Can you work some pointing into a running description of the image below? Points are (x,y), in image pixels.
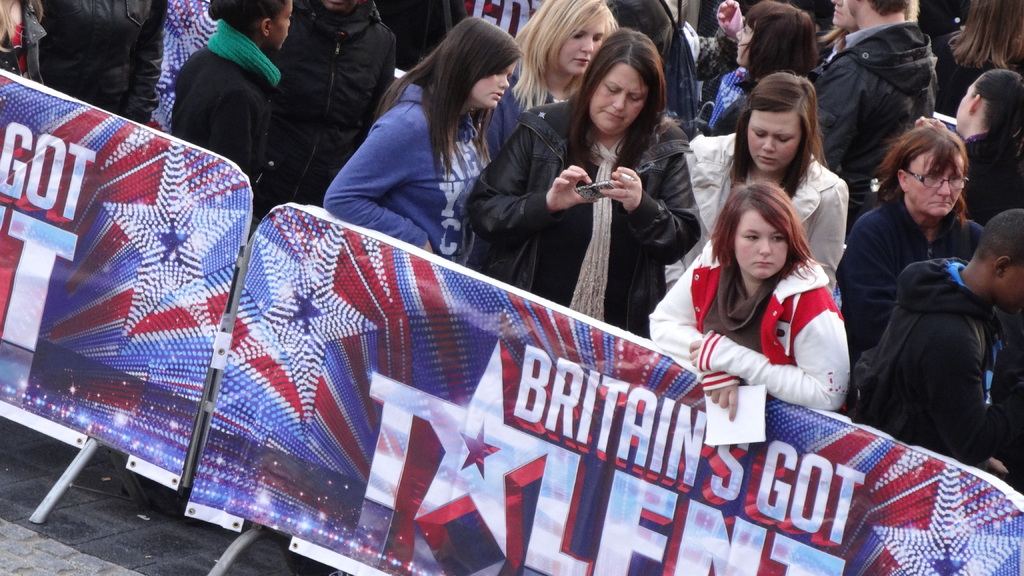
In this image we can see some people (433,76) are standing, two boards (771,432) with banners (792,441) on the floor (25,459), some people (644,51) are holding some objects (718,422) and some text (452,545) and images (295,492) on the banners (59,280).
